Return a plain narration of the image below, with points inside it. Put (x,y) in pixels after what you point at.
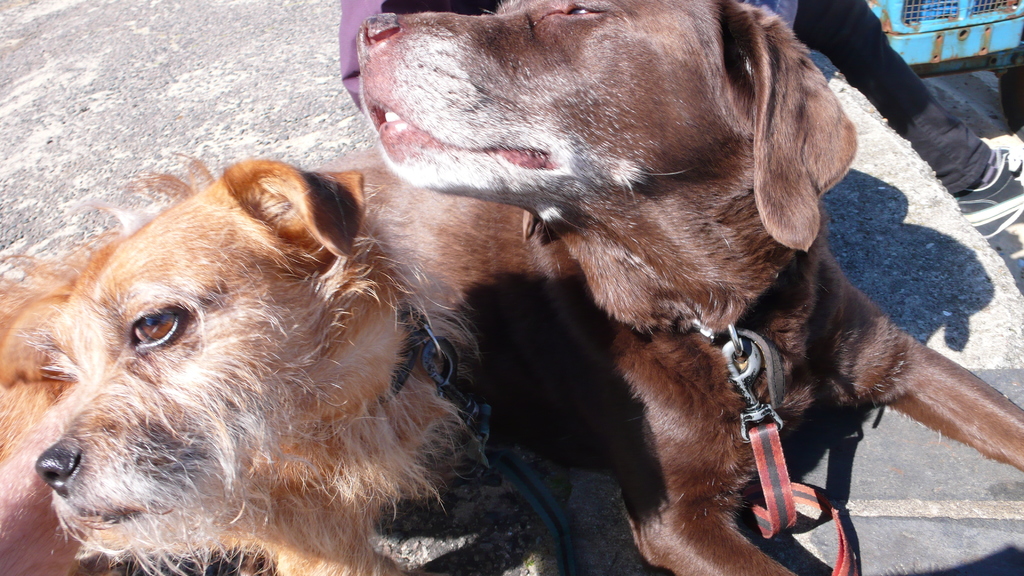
In the picture I can see two dogs (486,290) and a person's leg (923,102) who is wearing a shoe (989,184). These dogs (601,304) are wearing neck belts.
